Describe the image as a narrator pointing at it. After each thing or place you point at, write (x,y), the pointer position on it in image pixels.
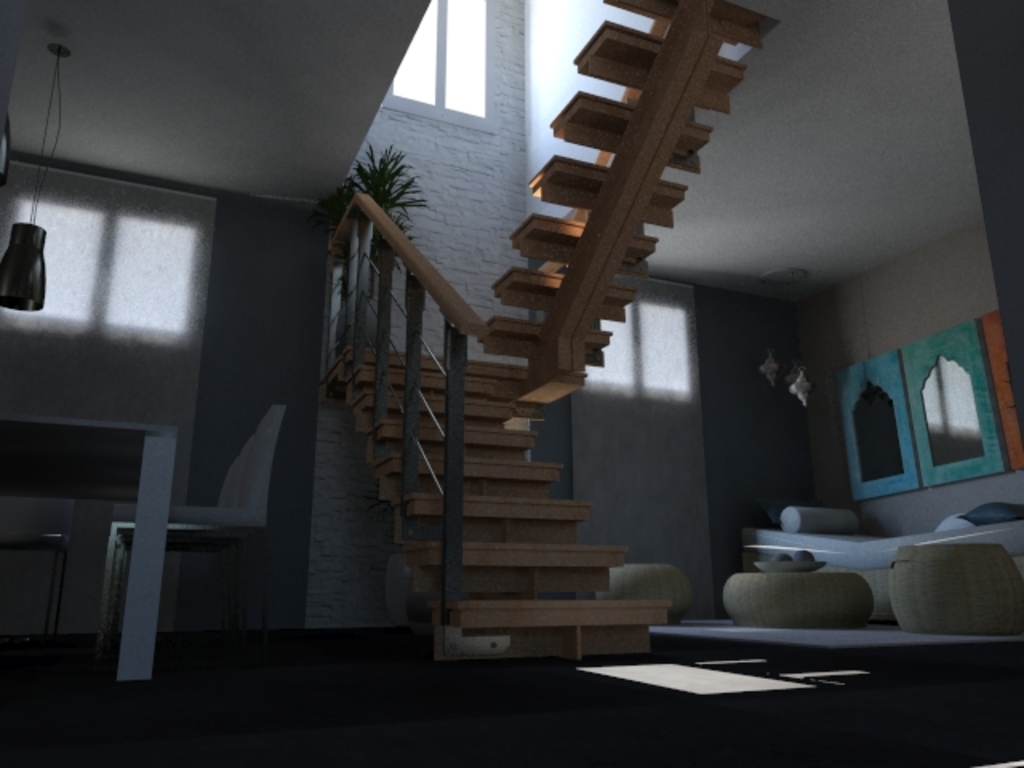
In this picture we can see inside of the house (247,604), inside we can see couch (887,559), chairs (914,552), stair cases (679,46), potted plant (391,215), table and chair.
